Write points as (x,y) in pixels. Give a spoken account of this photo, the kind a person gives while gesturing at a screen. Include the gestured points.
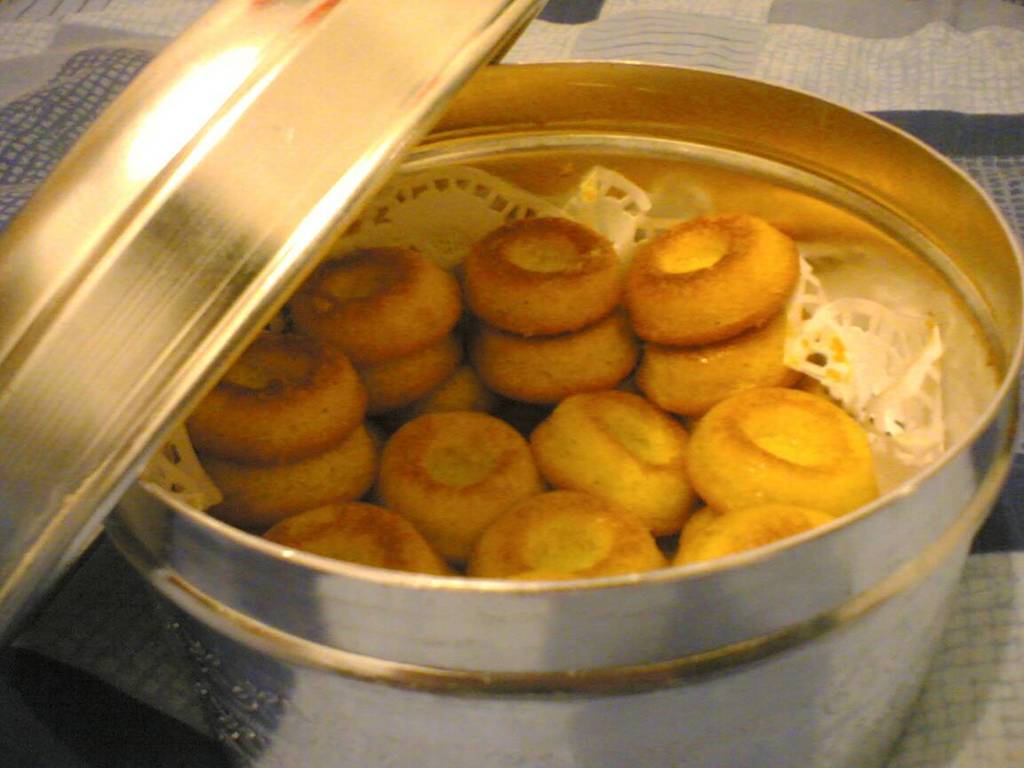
In this image I can see the food (292,454) in the container (429,672). I can see the container (317,687) is in silver color. It is on the blue and cream color surface (966,645).
